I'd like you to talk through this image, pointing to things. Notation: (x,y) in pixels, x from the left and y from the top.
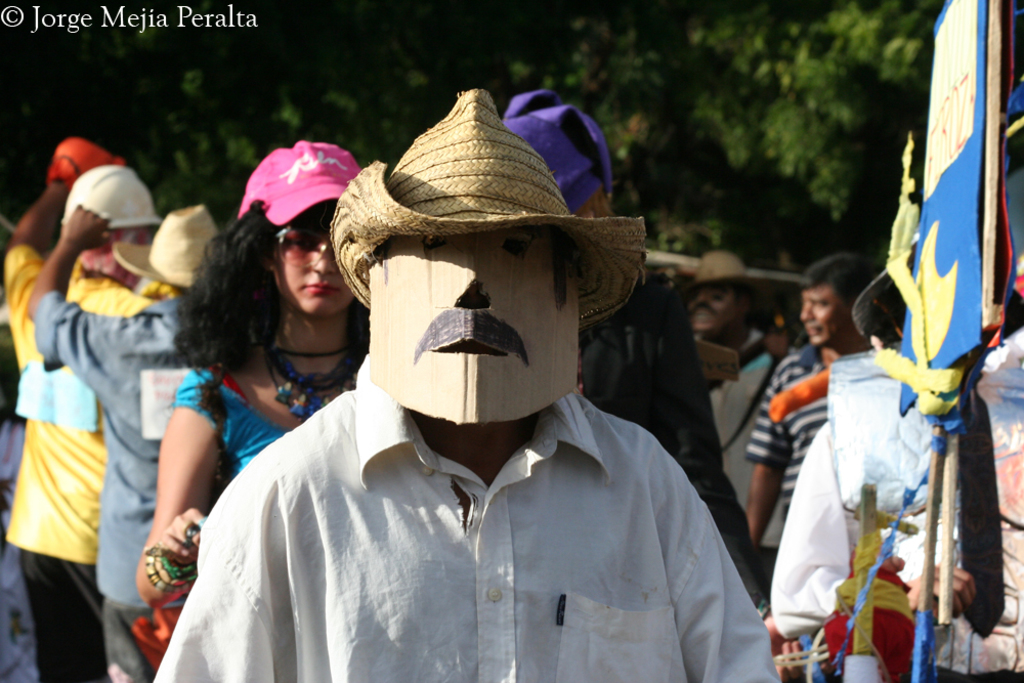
In this image I can see group of people (370,191) walking and wearing different color dress (192,371). In front (409,296) person (420,424) is wearing cardboard mask (415,315) and a hat (463,179). I can see trees (794,43) and boards (976,82).
